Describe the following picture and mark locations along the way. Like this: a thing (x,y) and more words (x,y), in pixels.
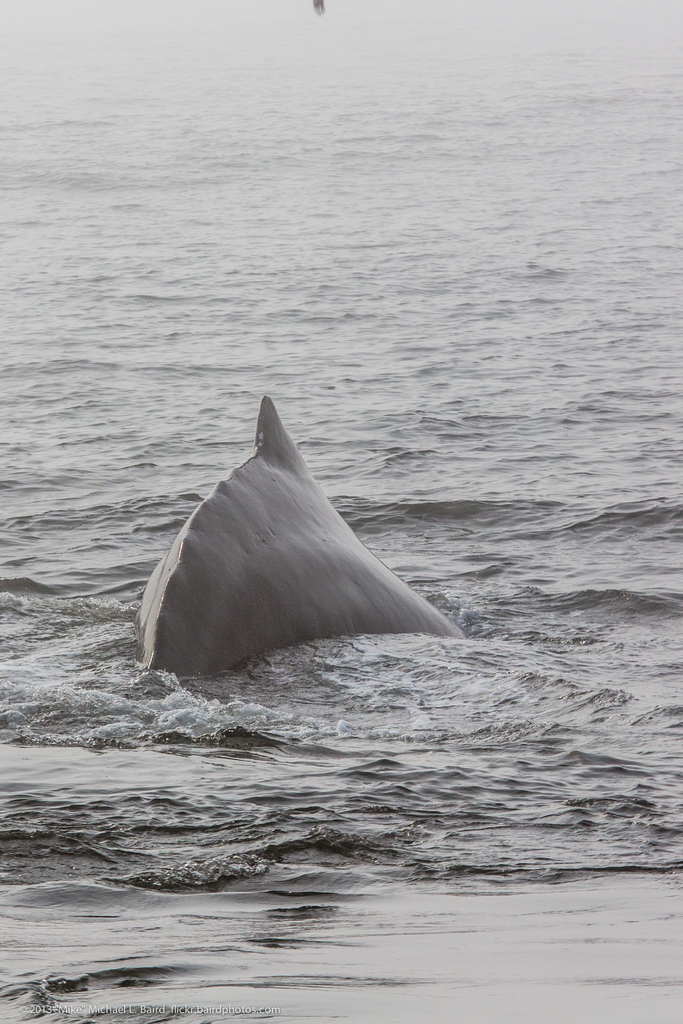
In this image on the water body (384,785) there is a whale (273,528).
